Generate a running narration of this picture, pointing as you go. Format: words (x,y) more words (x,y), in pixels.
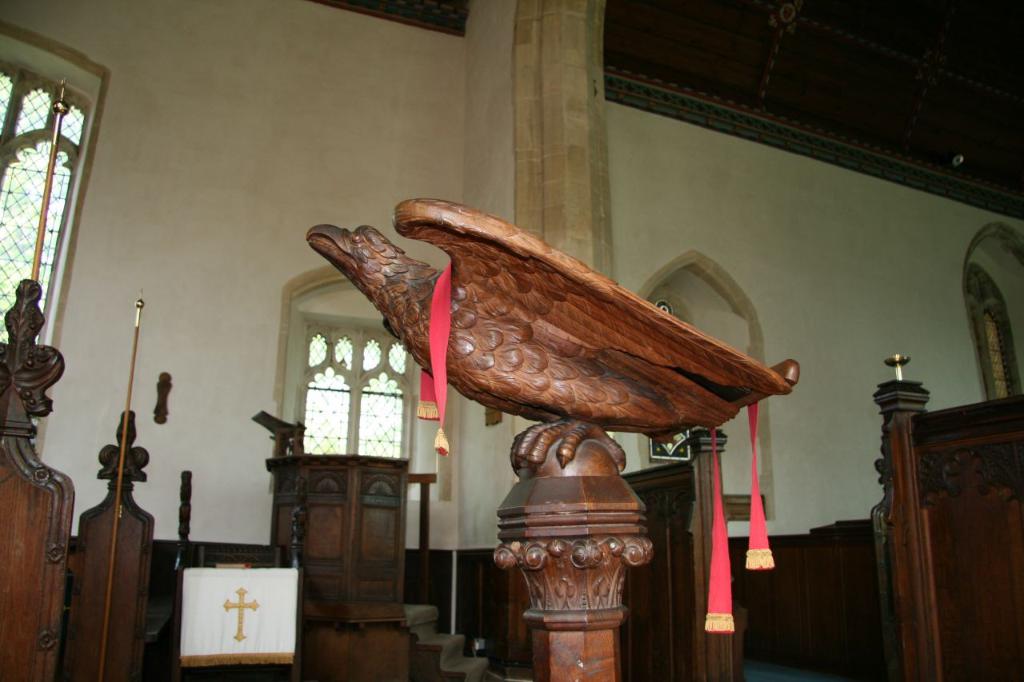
In this image I can see a statue (495,394) of a bird (529,407) which is in brown color, background (203,491) I can see a podium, a window (54,186) and the wall (204,223) is in cream color.
